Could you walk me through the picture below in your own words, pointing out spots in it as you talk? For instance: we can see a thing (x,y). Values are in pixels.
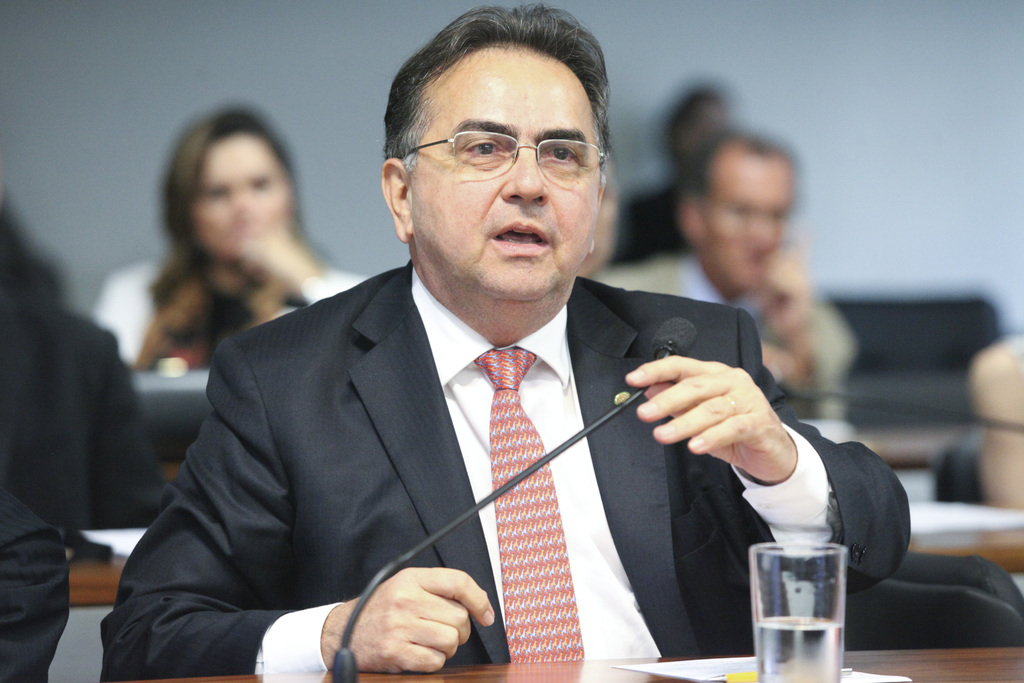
In this picture we can see a group of people (19,323) sitting on chairs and a man (240,462) in the black blazer (374,434) is holding a microphone (640,392). In front of the man (467,563) there is a table (530,663) and on the table (496,667) there is a paper (687,670) and a glass (785,639) with some water (792,635). Behind the people (290,337) there is a wall (391,241).
